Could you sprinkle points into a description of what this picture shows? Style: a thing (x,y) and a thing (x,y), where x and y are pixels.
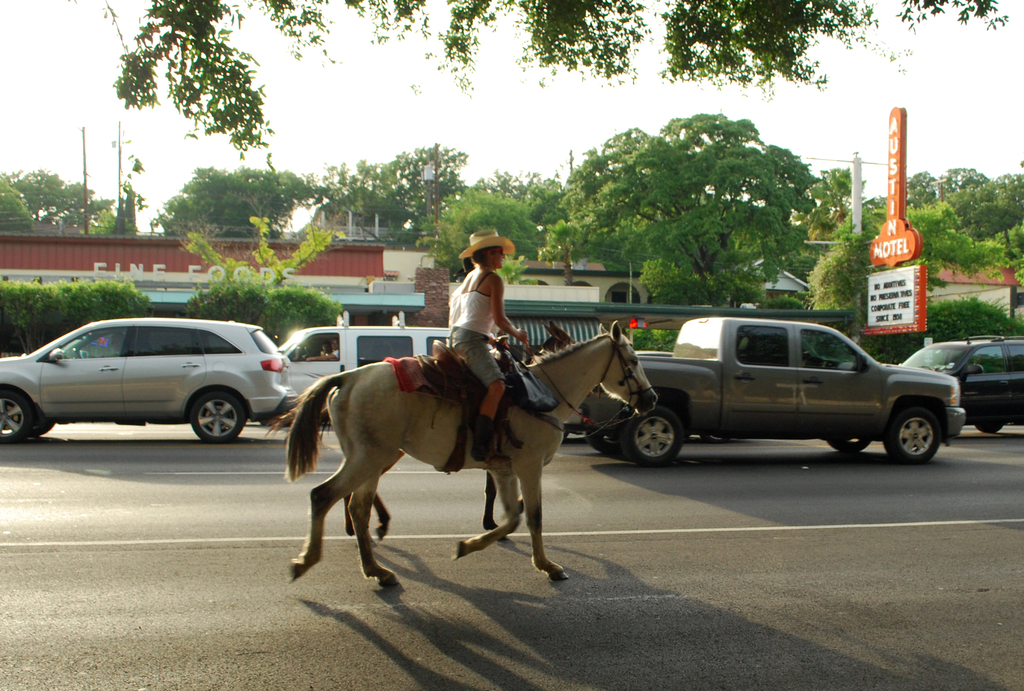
In this image I can see a person (485,337) riding a horse (377,460). I can see few vehicles (747,386) on the road (755,555). I can see few buildings (401,297). There are few trees (306,249). I can see the sky (458,126).
